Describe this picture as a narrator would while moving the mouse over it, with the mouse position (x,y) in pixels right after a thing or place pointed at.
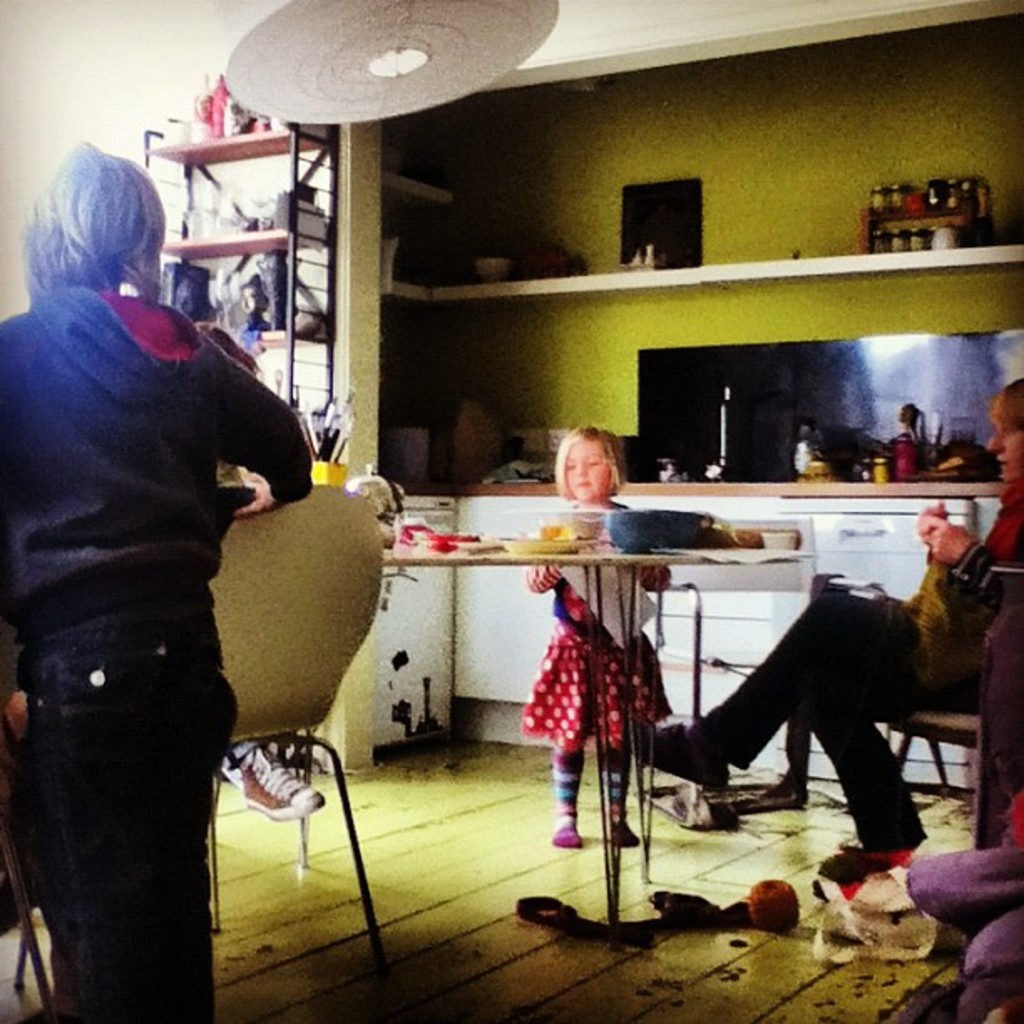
This picture describes about group of people (747,746), few are standing and few are seated on the chairs (957,742), on the right side of the image (917,695) we can see a woman (869,680), in front of her we can find a bowl (653,544) and other things (760,548) on the table (547,561).
